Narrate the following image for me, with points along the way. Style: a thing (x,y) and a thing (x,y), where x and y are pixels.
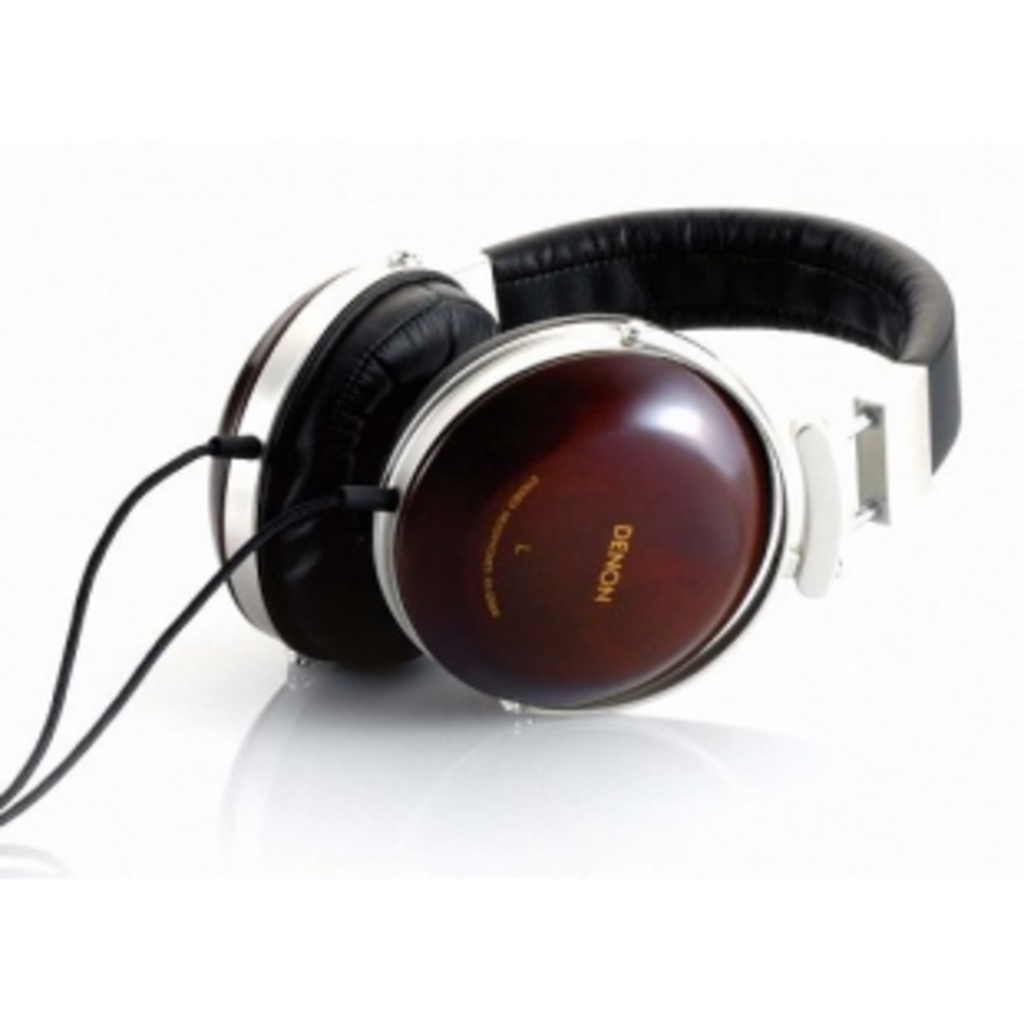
As we can see in the image there is a headphones (412,326) which is of white, black and brown colour and it is wired.
